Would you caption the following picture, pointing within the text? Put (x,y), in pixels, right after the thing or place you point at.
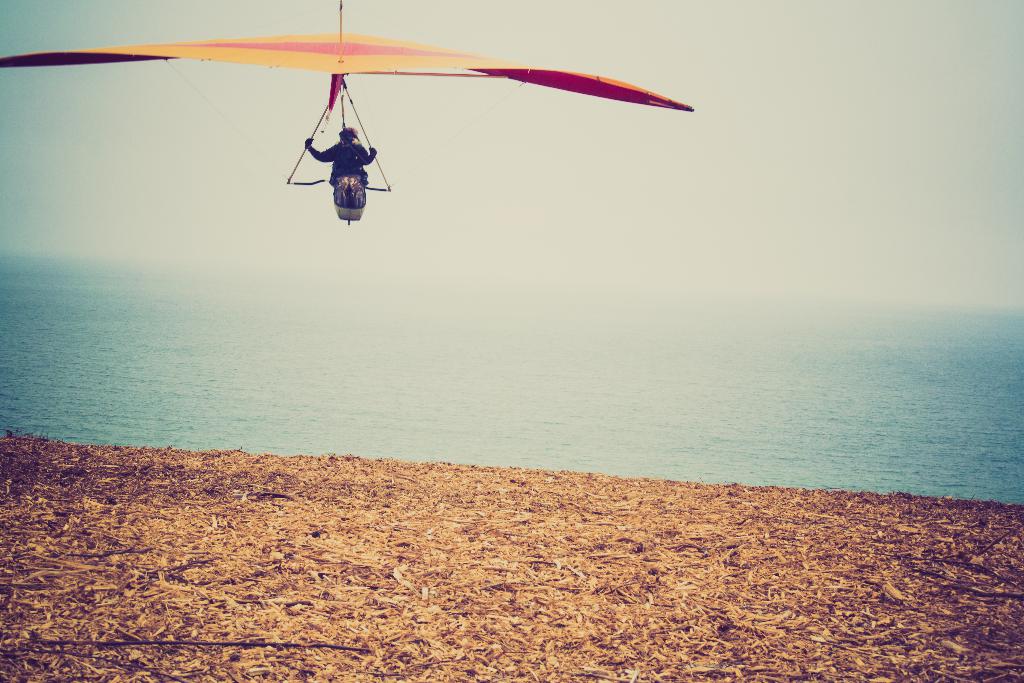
In this picture I can see a person (347,156) is sitting on an object (342,75). In the background (396,385) I can see sky (668,189), water (518,354) and ground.
